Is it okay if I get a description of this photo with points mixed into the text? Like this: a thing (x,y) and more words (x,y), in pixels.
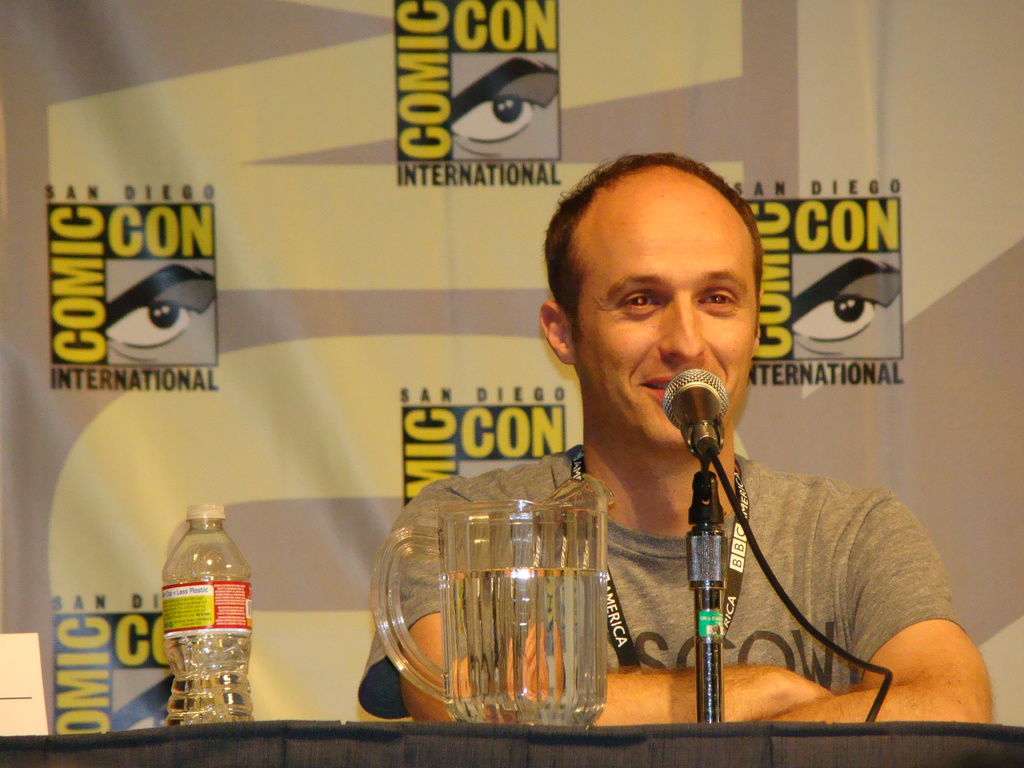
In the middle of the image (671,266) a man (726,419) is speaking on microphone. In front of him there is table (839,734), On the table (505,753) there is a glass (591,535). Behind the glass (586,521) there is a water bottle (177,706). Behind the man (781,695) there is a banner (640,116).
